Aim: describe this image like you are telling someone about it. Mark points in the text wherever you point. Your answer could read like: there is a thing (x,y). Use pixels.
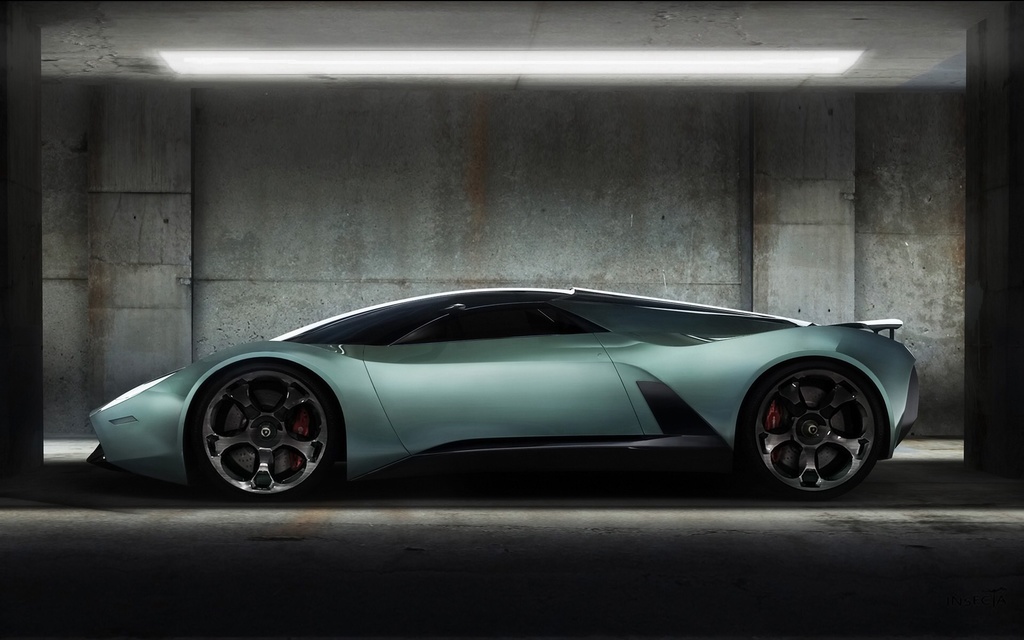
This picture contains a car (478,344) which is parked in the parking lot (530,487). Beside that, we see a wall (910,274) and pillars (981,240). At the top of the picture (433,41), we see the ceiling (580,83) of the building (580,83).
